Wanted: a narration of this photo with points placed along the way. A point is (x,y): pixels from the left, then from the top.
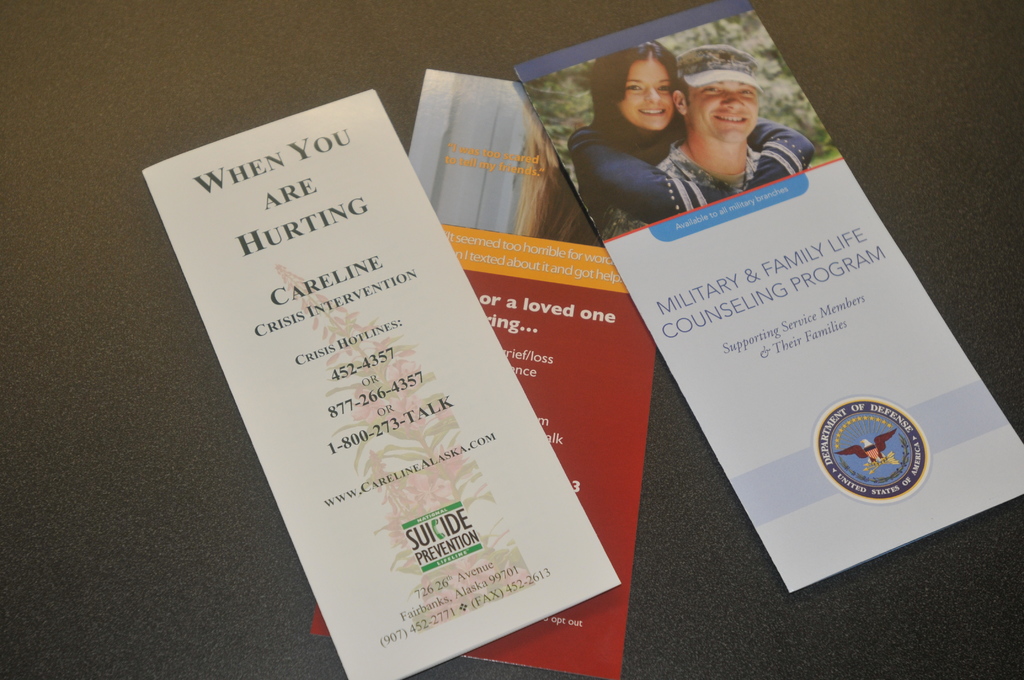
In this picture, we can see some posters (853,368) on which we can see some text (272,196) and images (606,177) on it which is kept on the surface (155,245).
